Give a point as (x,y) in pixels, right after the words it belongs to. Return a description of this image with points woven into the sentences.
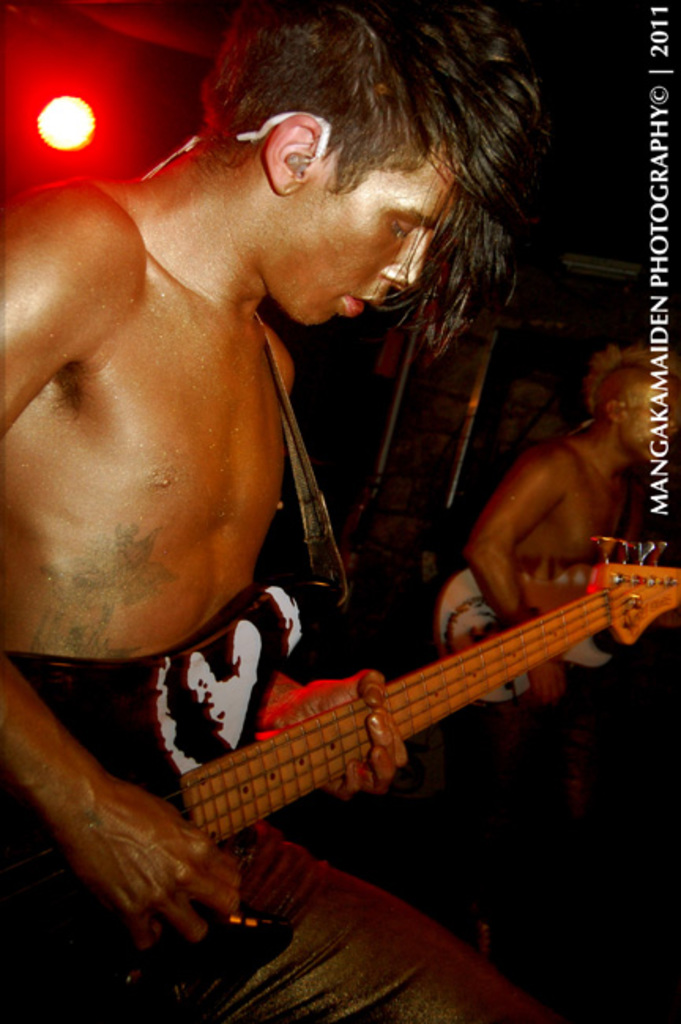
The picture looks like it is a club there are two men (515,493) in the picture both of them are holding guitar (466,591) in the background (80,147) there is a red color light (68,125).
